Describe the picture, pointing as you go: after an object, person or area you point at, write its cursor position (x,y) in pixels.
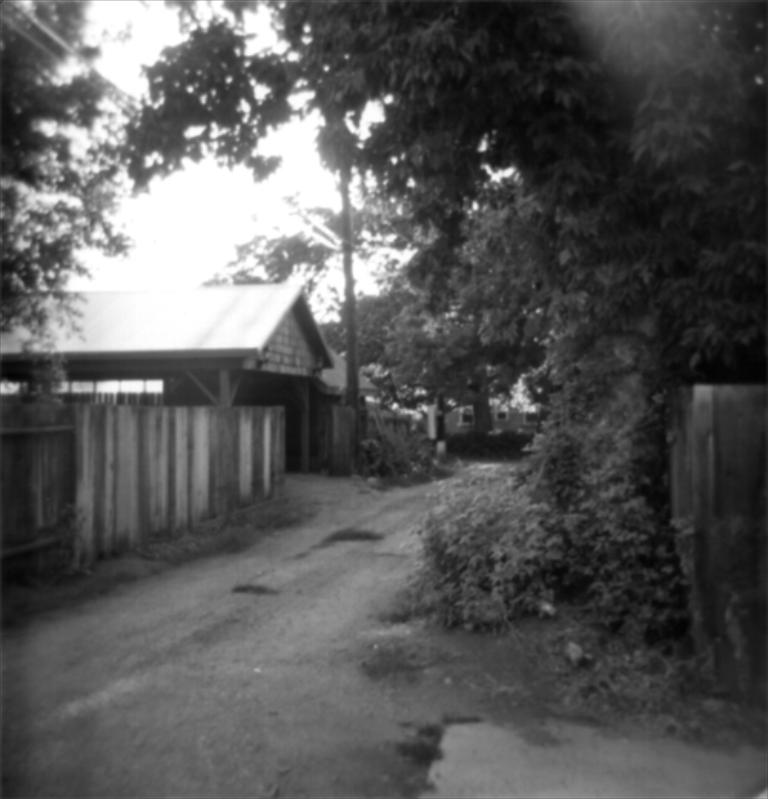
It is a black and white picture. In the center of the image (298,354) we can see the sky (368,266), trees (571,419), buildings (529,422), wires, plants (572,442), road (322,519), fence (244,433) and a few other objects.
